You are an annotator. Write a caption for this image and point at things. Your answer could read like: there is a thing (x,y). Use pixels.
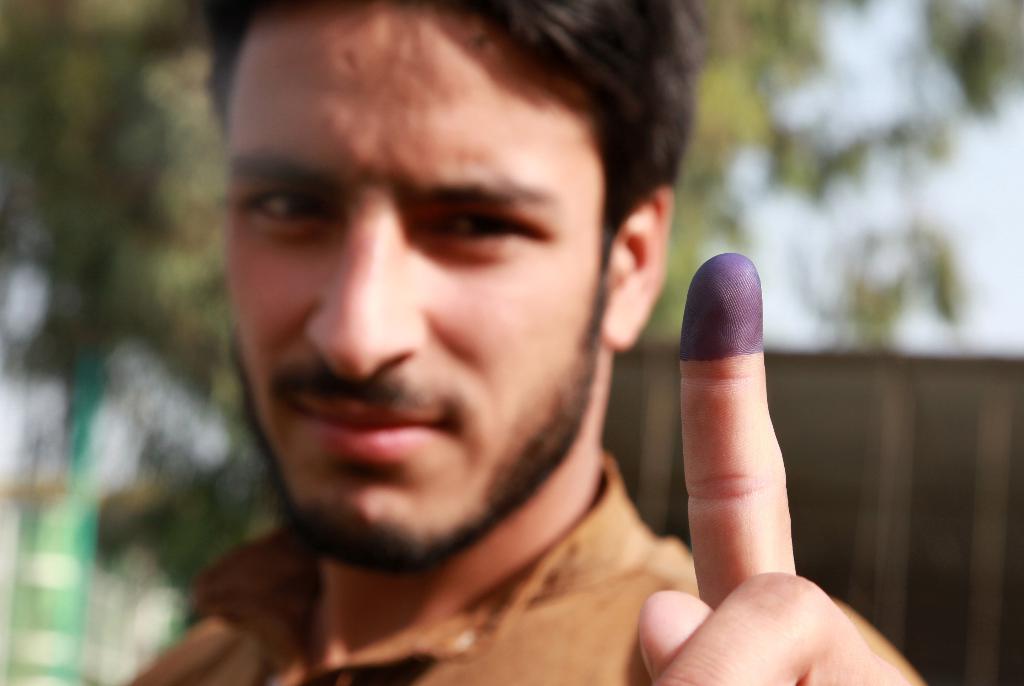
In this image I can see a person (586,606) and the person (570,608) is wearing brown color shirt (548,641), background (777,153) I can see trees (103,158) in green color and the sky (847,221) is in white color.
